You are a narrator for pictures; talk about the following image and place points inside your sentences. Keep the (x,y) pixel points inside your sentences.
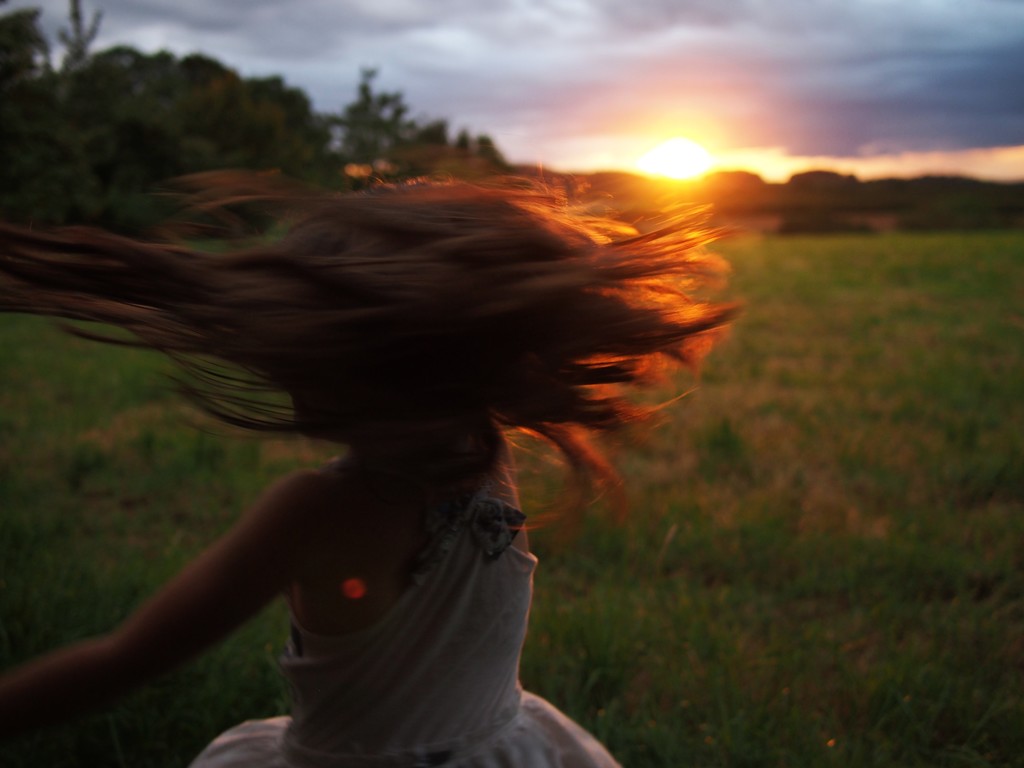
In this picture there is a woman (405,655) and we can see grass (715,575). In the background of the image (1,91) it is blurry and we can see trees (649,203) and sky (860,84) with clouds (925,99).
